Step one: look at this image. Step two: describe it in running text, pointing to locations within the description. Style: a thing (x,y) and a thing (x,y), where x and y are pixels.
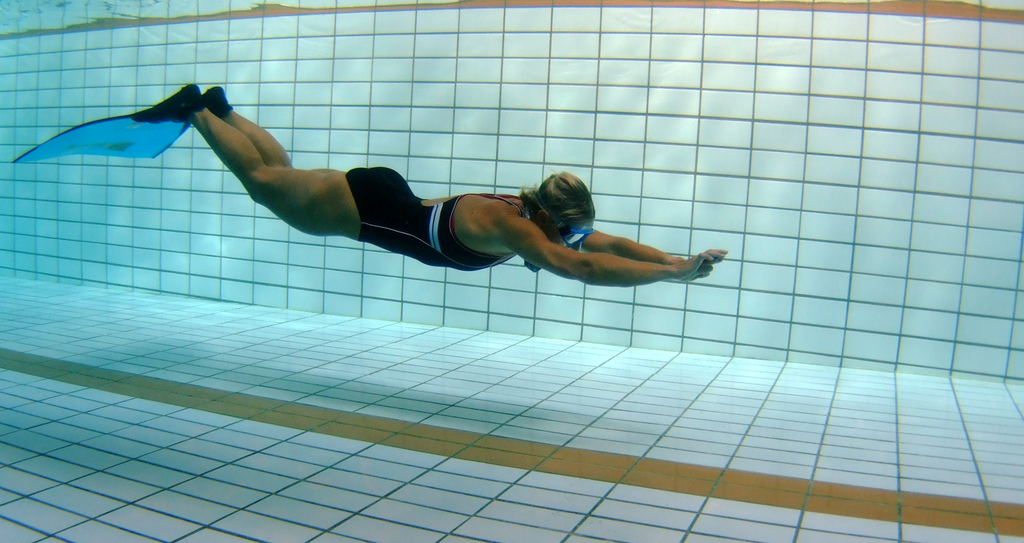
In this picture I can observe a woman (363,194) swimming in the water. In the background (432,133) I can observe a wall (353,275).
